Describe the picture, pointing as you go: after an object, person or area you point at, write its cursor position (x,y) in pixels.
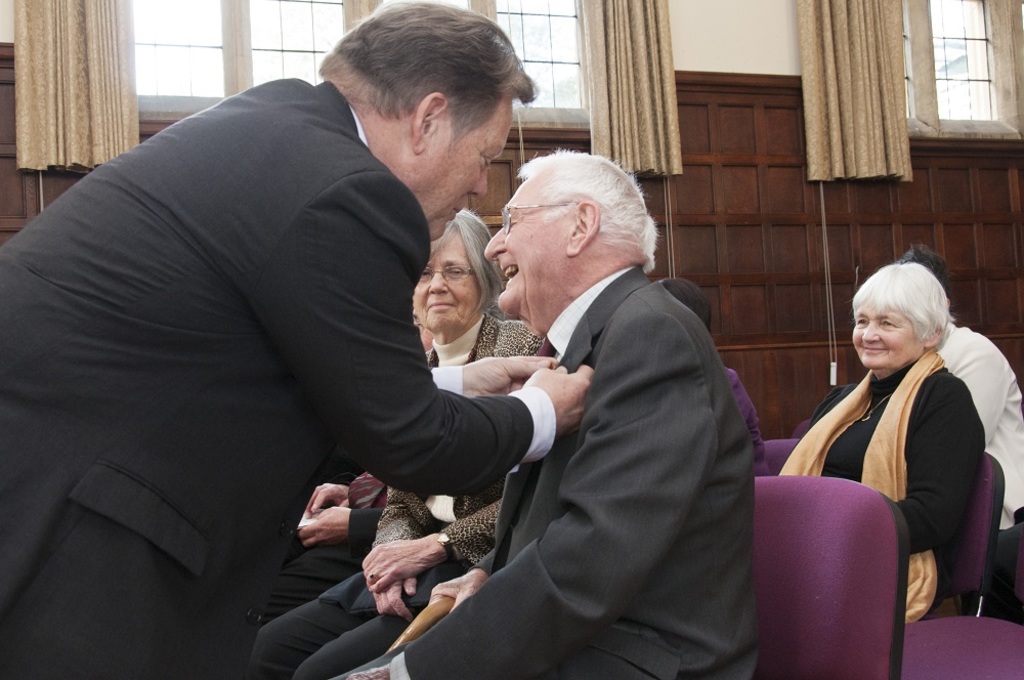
In this image we can see people (655,404) sitting on chairs (891,596). To the left side of the image (80,392) there is a person (246,330) wearing a suit (359,234). In the background of the image (1022,281) there is wall (689,166). There are windows (259,22) with curtains (885,10).
